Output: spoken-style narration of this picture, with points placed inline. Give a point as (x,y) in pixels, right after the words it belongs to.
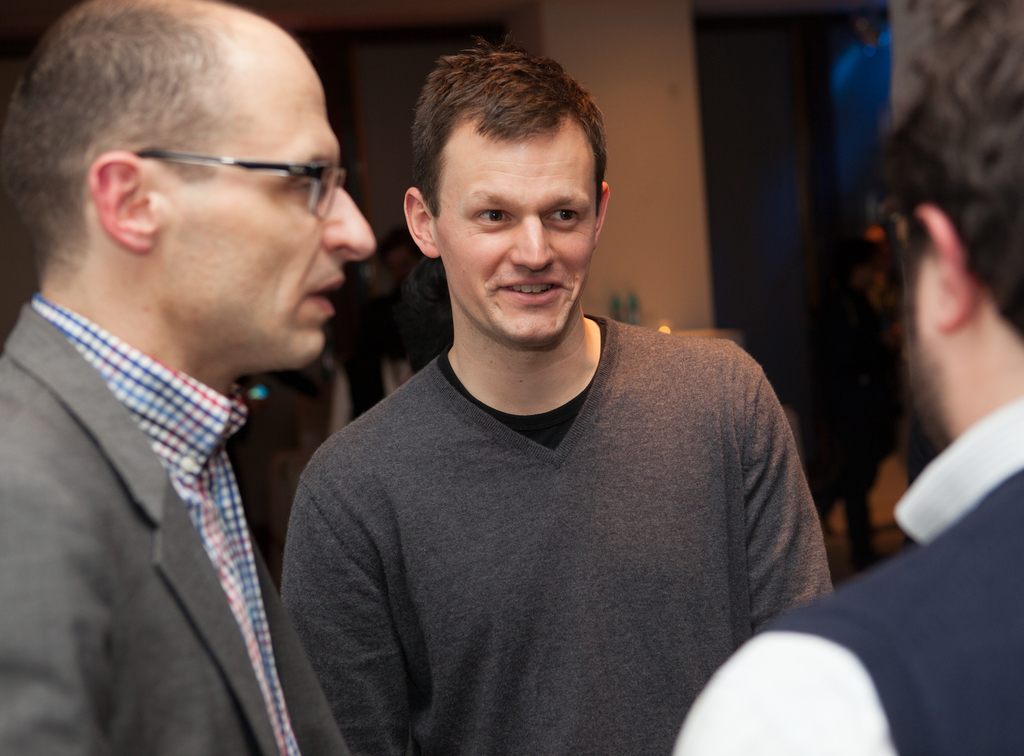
This image consists of three persons (410,558). They are men (159,377). One of them is wearing a blazer (97,623).
